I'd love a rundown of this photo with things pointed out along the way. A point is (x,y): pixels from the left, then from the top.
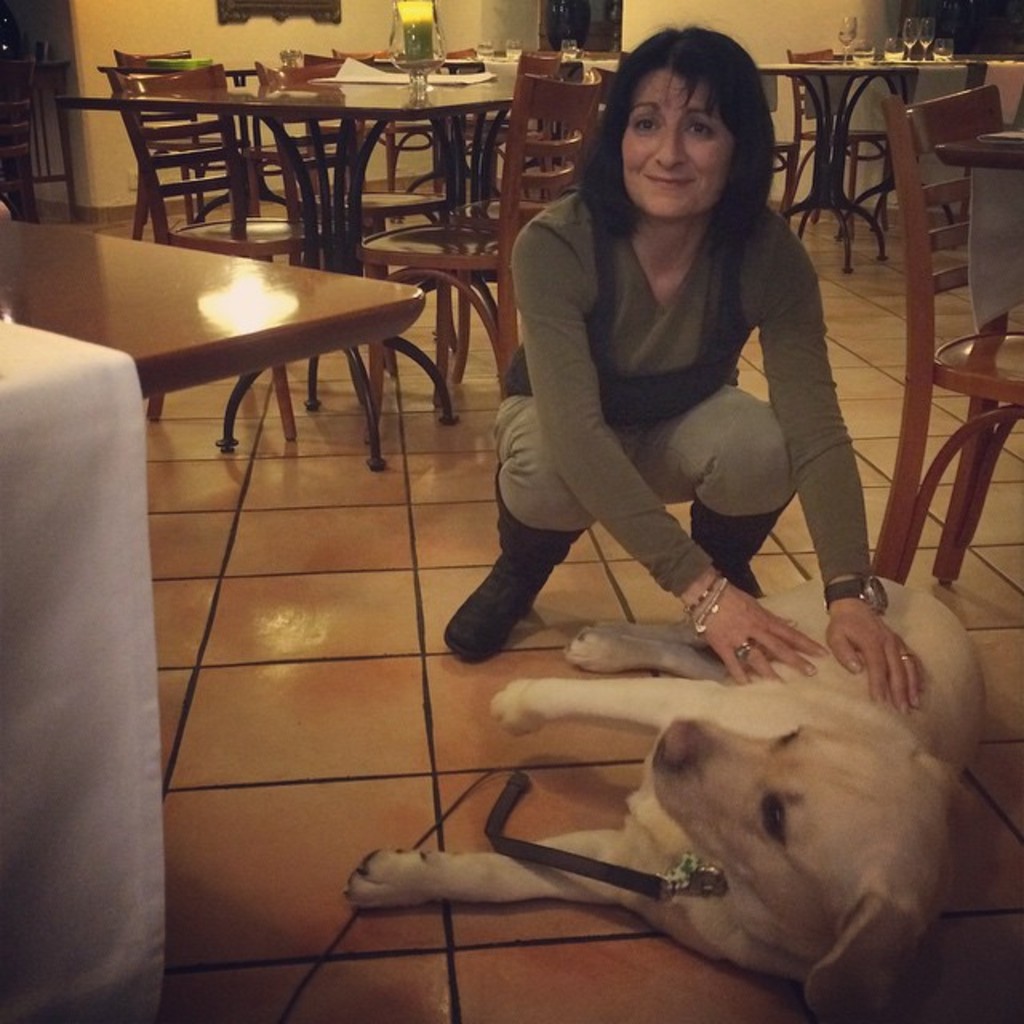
There is a woman (591,294) in the room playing with a dog (740,714), placing her hands (746,598) on it. In the background (411,201) there are some chairs (374,212) and tables (838,74) in this room (863,116). The dog (832,665) is on the floor (555,776).
